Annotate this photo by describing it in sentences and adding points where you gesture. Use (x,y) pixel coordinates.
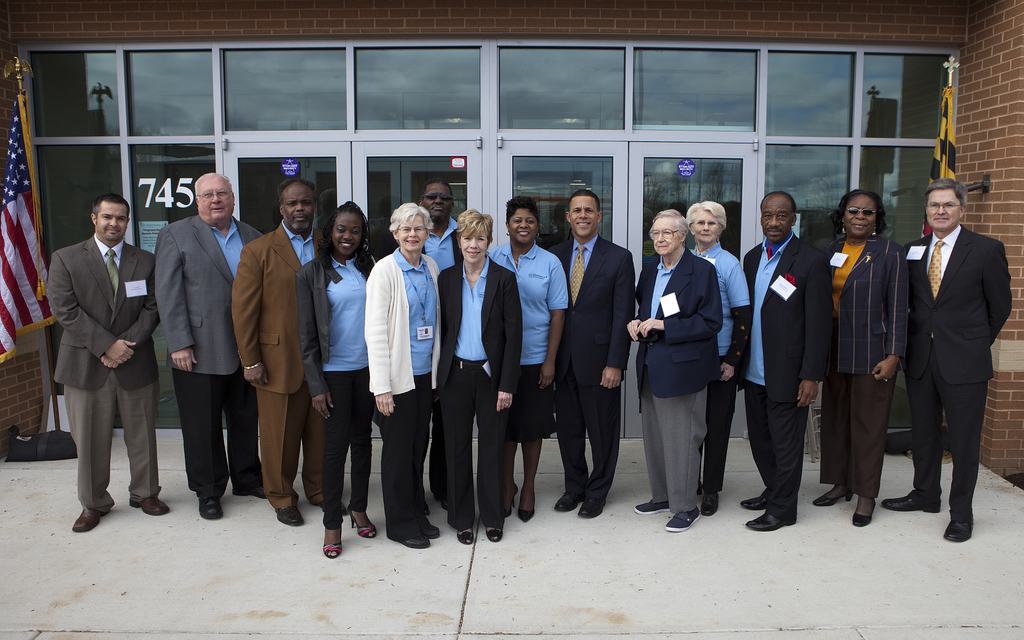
In this picture people (685,367) are standing on the floor (565,565). Behind them there are flags (938,137). At the background (615,117) there is a building (809,113).
